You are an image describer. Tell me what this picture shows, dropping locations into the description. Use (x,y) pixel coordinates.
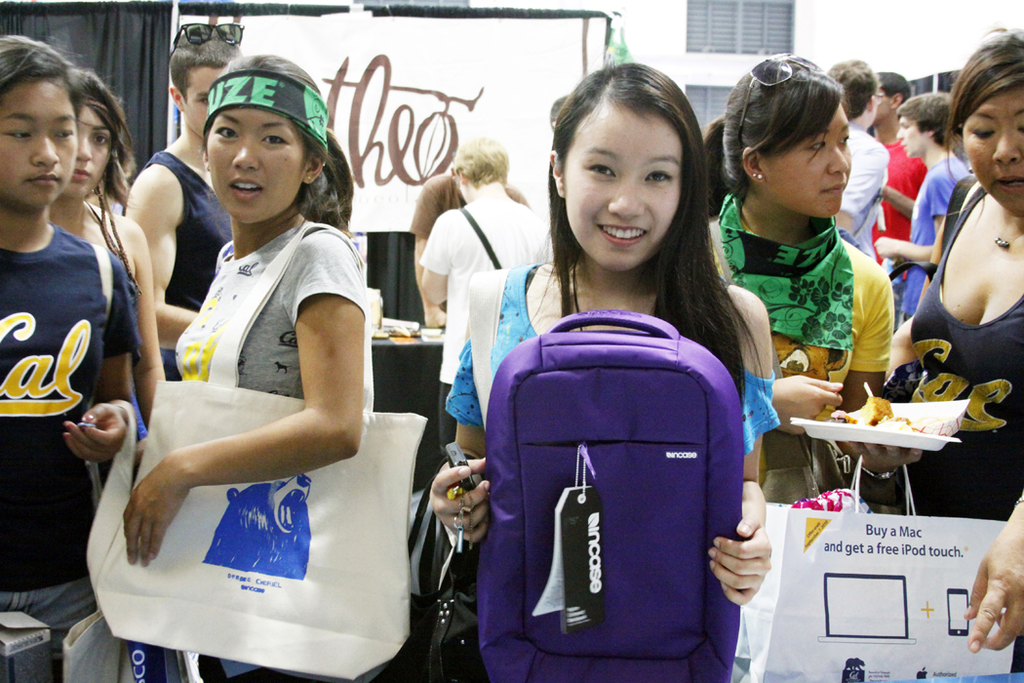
In this image I can see group of people (101,107) standing. The person (464,398) in front holding a bag (498,398) which is in purple color and I can see the other bag (228,419) in white color. Background (487,65) I can see a board (491,50) and building (810,34) in white color.
